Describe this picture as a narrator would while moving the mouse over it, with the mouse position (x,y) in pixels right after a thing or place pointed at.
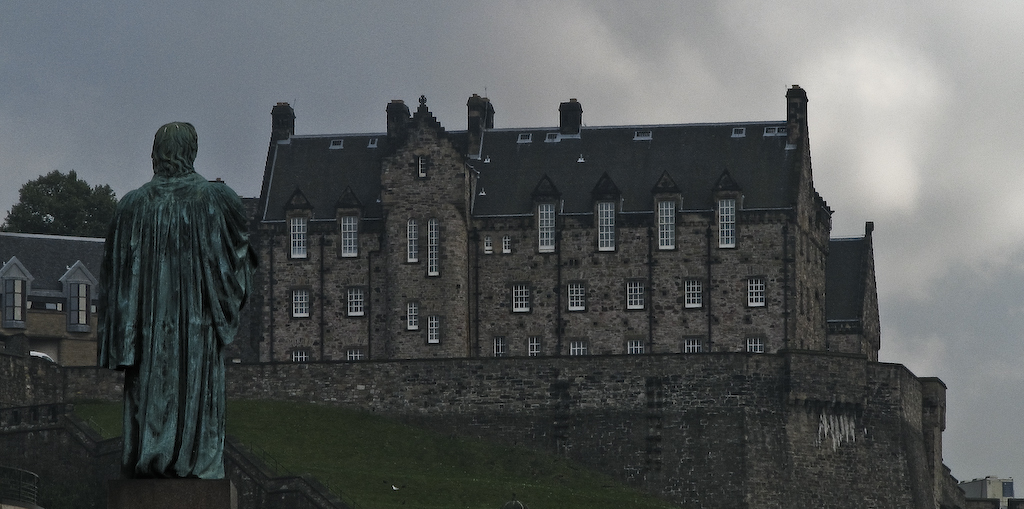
This picture is clicked outside. On the left (169,222) there is a sculpture of a person (177,263) standing. In the center (659,303) we can see the green grass (391,454), railing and we can see the buildings (781,299). In the background (426,58) we can see the sky (838,109). On the left (49,208) we can see the tree (63,219).
